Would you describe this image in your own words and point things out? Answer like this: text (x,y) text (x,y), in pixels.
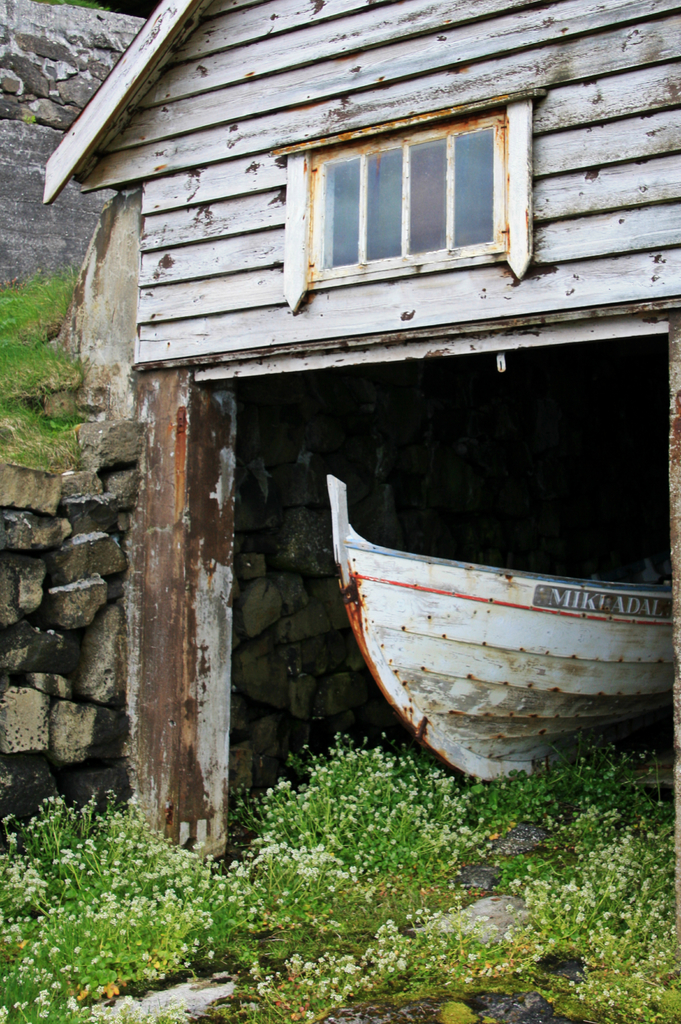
In the center of the image (317,560) we can see one wooden house (346,323), window (338,256), wall (502,514), one boat (480,602), grass (546,892) and a few other objects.
